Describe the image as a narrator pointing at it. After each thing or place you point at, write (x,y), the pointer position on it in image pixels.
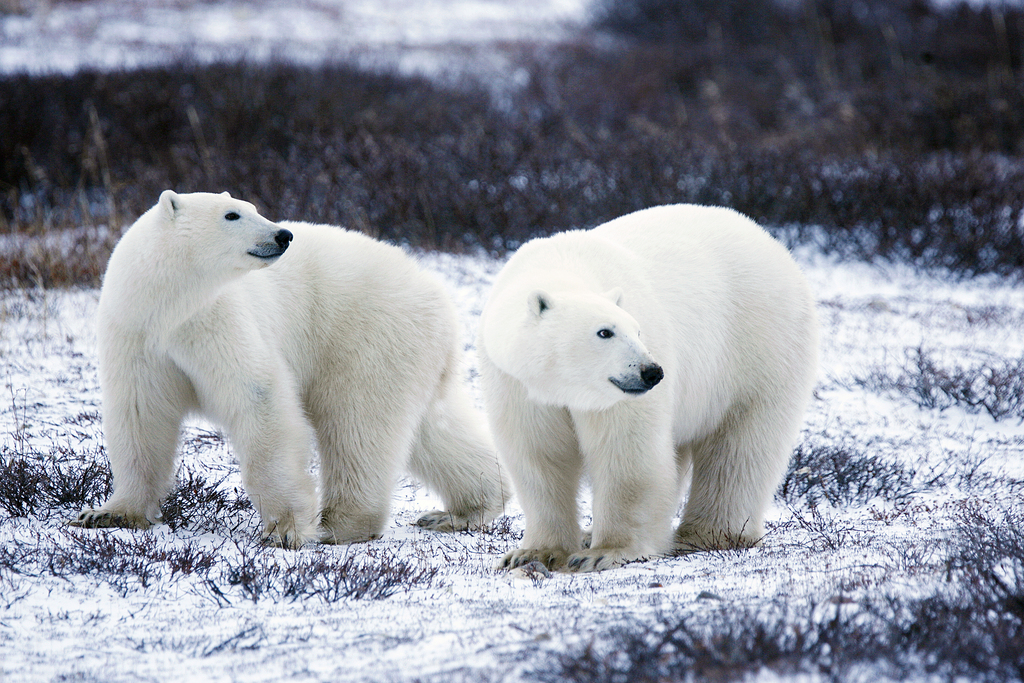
In the center of the image (503,426) we can see polar bears (318,407). At the bottom (444,623) there is snow (438,611). In the background (479,206) there is grass (389,145).
